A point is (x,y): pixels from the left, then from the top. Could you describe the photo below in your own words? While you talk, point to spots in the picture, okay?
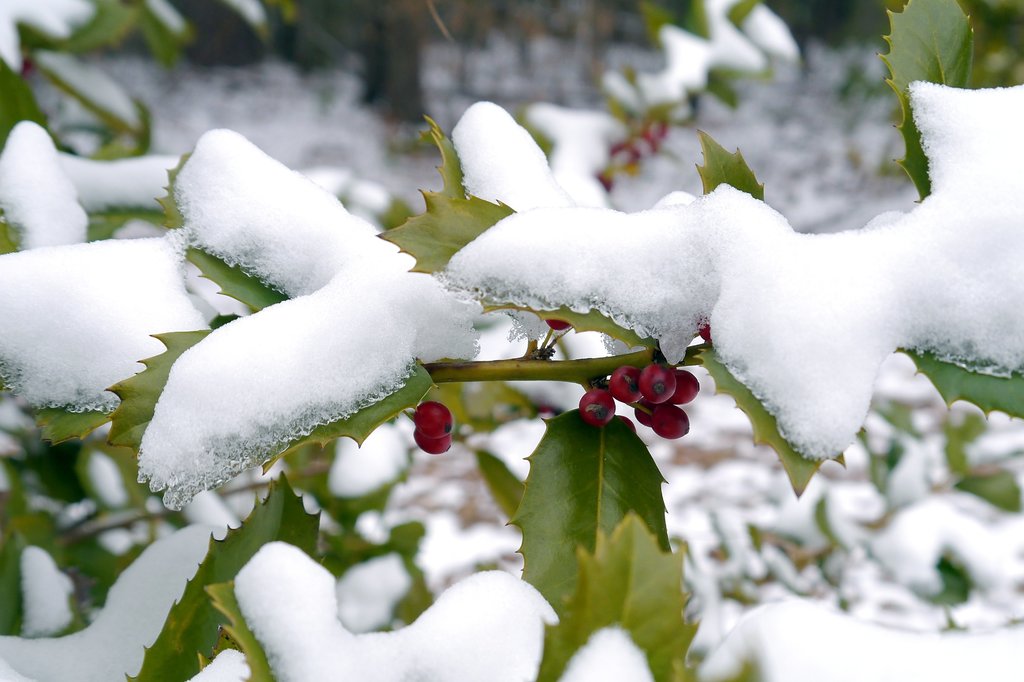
In this image I can see few red color things (679,410) and I can see green leaves (213,324). On these leaves (1012,405) I can see snow (292,228). In the background (358,191) I can see this image is little bit blurry.
